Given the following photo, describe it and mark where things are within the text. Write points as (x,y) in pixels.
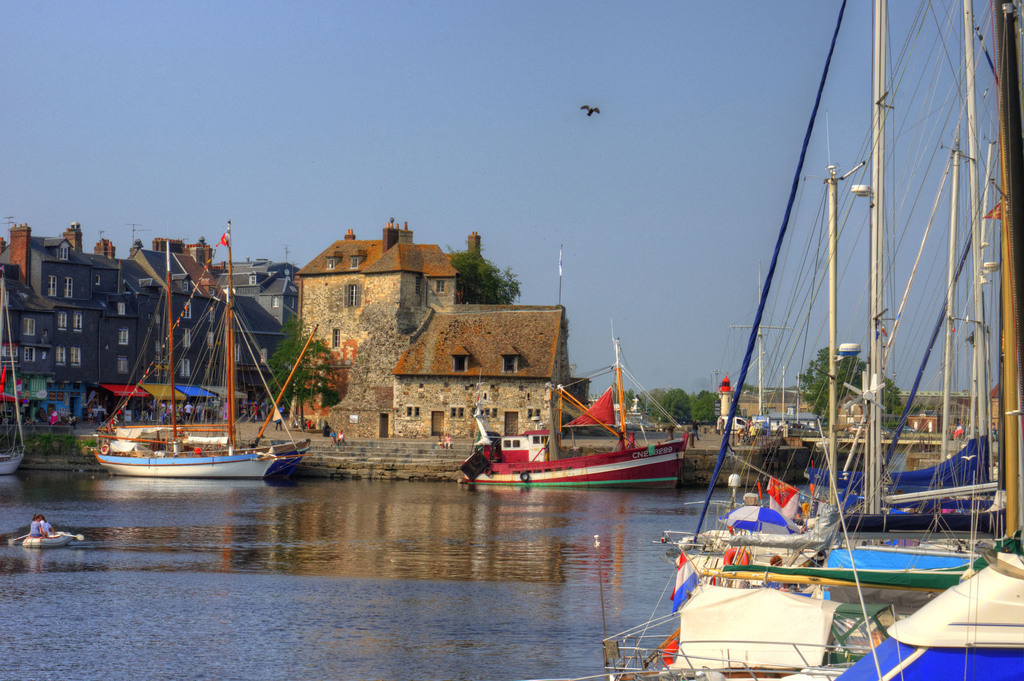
In this image we can see many boats (674,664) floating on the water (88,516). Here we can see ropes (962,243), poles (973,238), stone house (370,366), buildings (250,298), steps (337,468), tents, people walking here, a bird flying in the air (598,142), trees (672,392) and the sky (631,126) in the background (610,170).
